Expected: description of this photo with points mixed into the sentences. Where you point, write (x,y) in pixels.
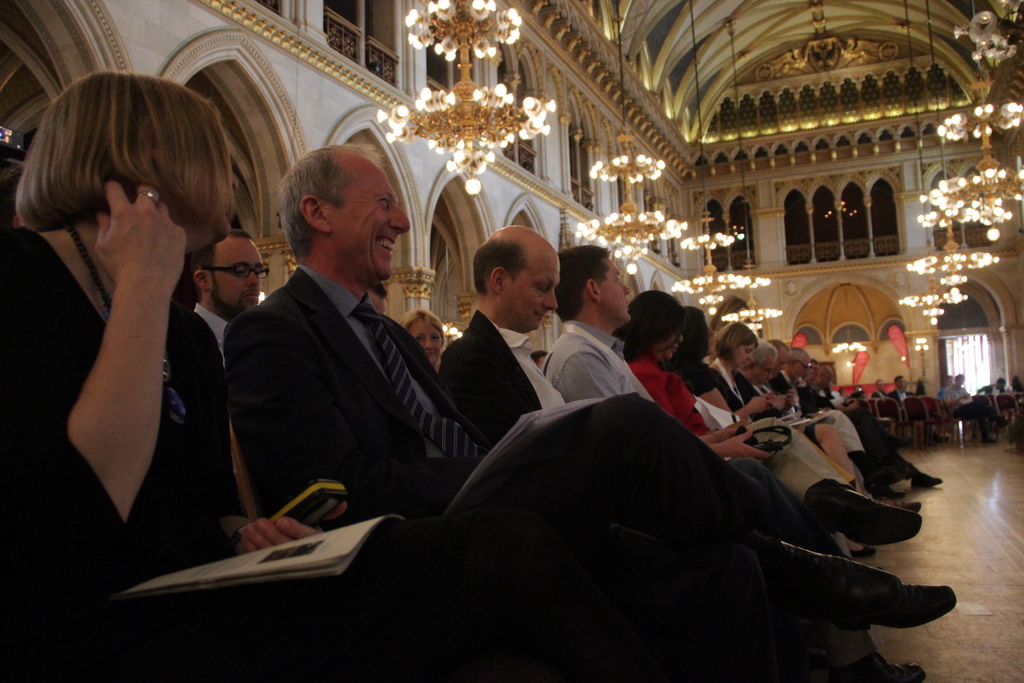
This image is taken indoors. On the right side of the image (953,515) there is a floor (933,575) and a few people (960,416) are sitting on the chairs (1008,404). On the left side of the image (108,351) a woman (199,394) is sitting on the chair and she is holding a mobile phone (318,521) in her hand (284,538). In the middle of the image (399,392) many people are sitting on the chairs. In the background (60,48) there are a few walls (362,130), arches (252,84), railings (826,253), pillars (813,248), carvings (627,103) and sculptures (808,69) and there are a few chandeliers (933,204).
